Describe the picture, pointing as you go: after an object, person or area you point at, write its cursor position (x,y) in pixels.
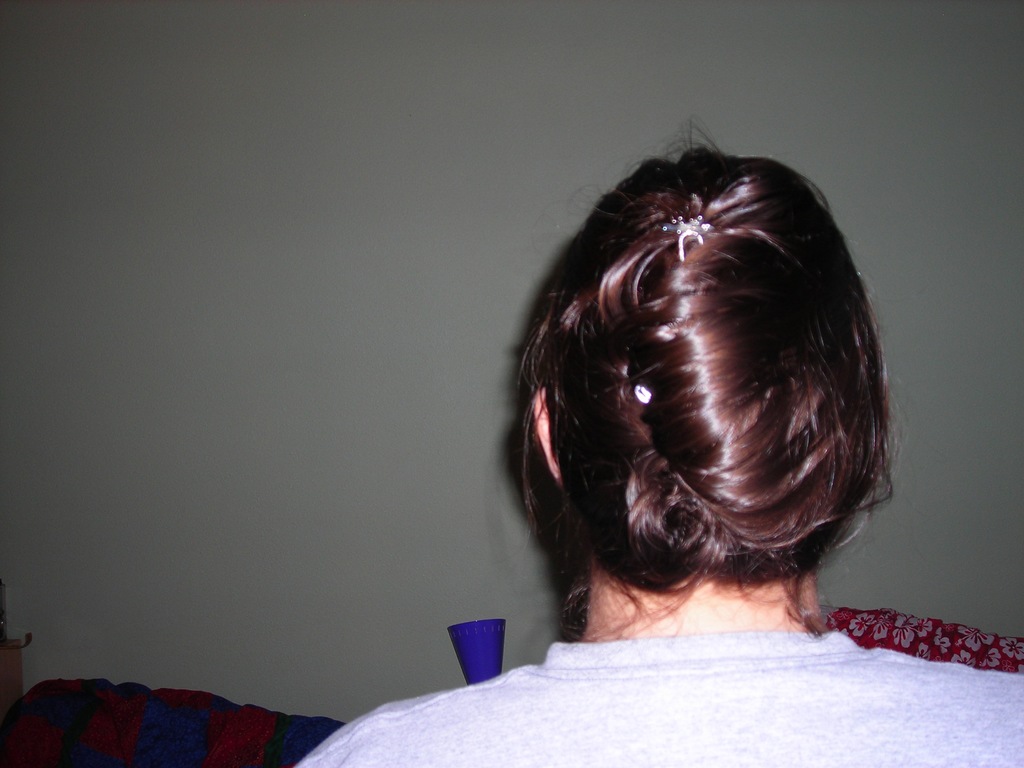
This picture might be taken inside the room (732,546). In this image, on the right side (688,358), we can see a woman (608,702) from her backside (599,721). On the left side (154,739), we can also see a couch (79,718). In the background (312,337), we can see a wall (313,247).
